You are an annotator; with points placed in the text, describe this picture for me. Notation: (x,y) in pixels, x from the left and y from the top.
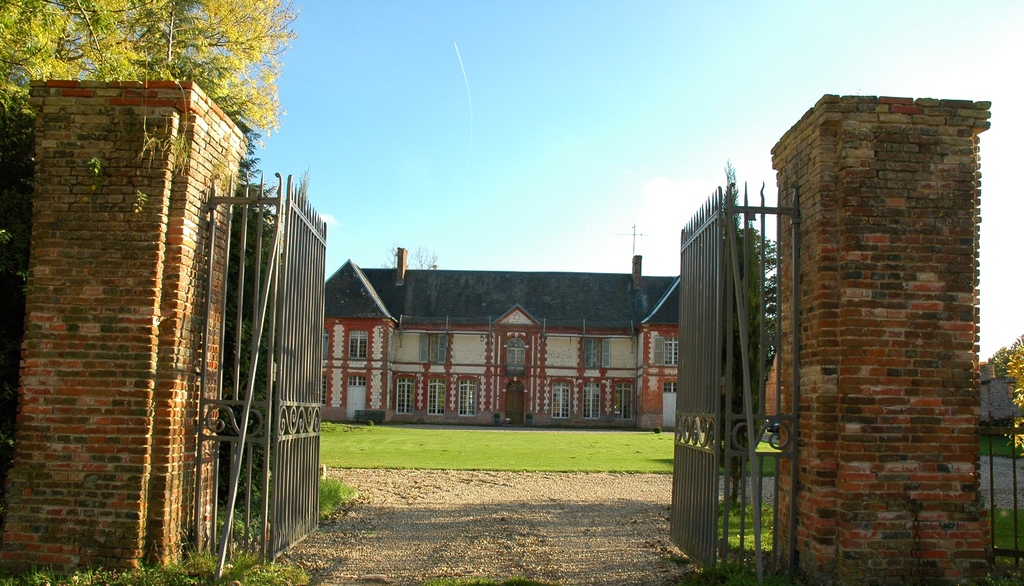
In this picture we can see a gate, building (586,314), trees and we can see sky (540,208) in the background (523,180).
